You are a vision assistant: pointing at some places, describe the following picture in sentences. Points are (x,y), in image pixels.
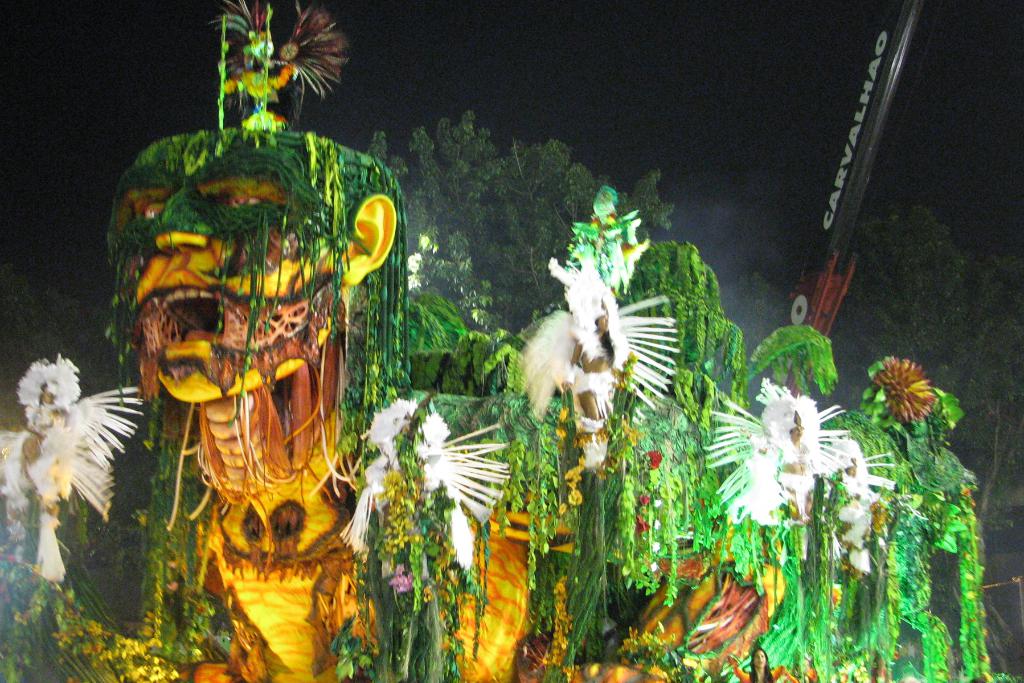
In this picture I can see a carnival float (624,471), there are group of people (577,372) standing with fancy dresses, there are trees (1008,381) and there is dark background (816,179).
